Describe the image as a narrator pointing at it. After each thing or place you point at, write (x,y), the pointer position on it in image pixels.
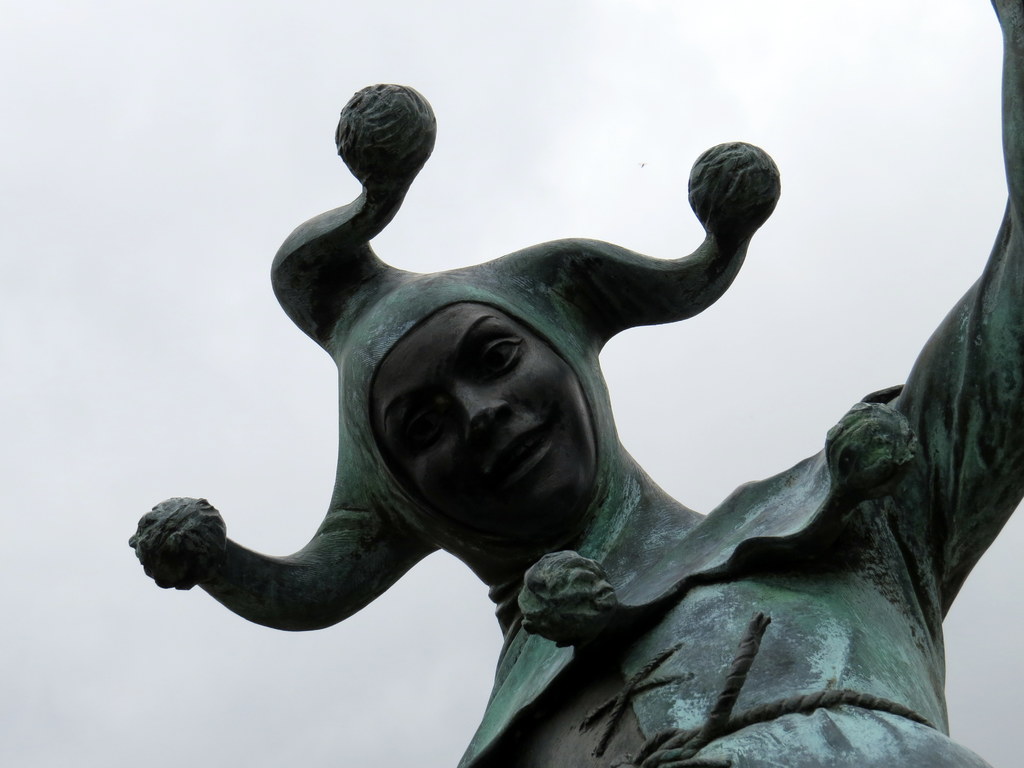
In this picture we can see a sculpture (574,510).
